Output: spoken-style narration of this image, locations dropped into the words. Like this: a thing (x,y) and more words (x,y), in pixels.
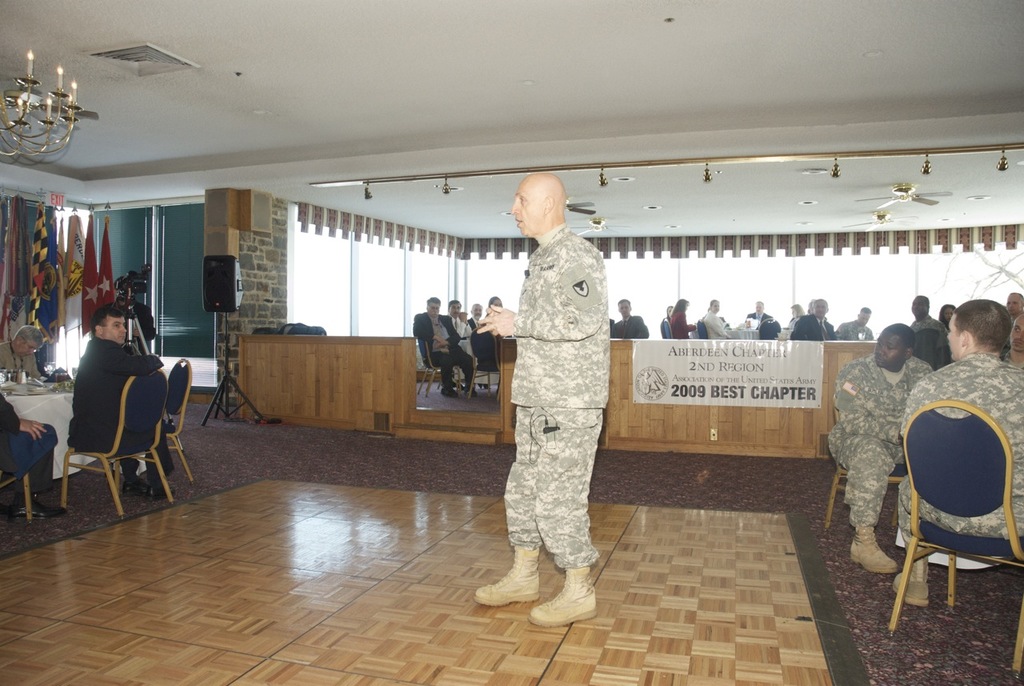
In this picture we can see man (528,446) standing in center (567,246) and on left side (113,320) some people (118,358) are sitting on chairs (171,385) and watching at him and at right side (986,401) also the same people (896,351) are watching and whole crowd (812,309) is watching to him and here it is a speaker (205,268), flag (85,262) with poles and this is a floor (268,446) and here we can see chandelier (49,111).
